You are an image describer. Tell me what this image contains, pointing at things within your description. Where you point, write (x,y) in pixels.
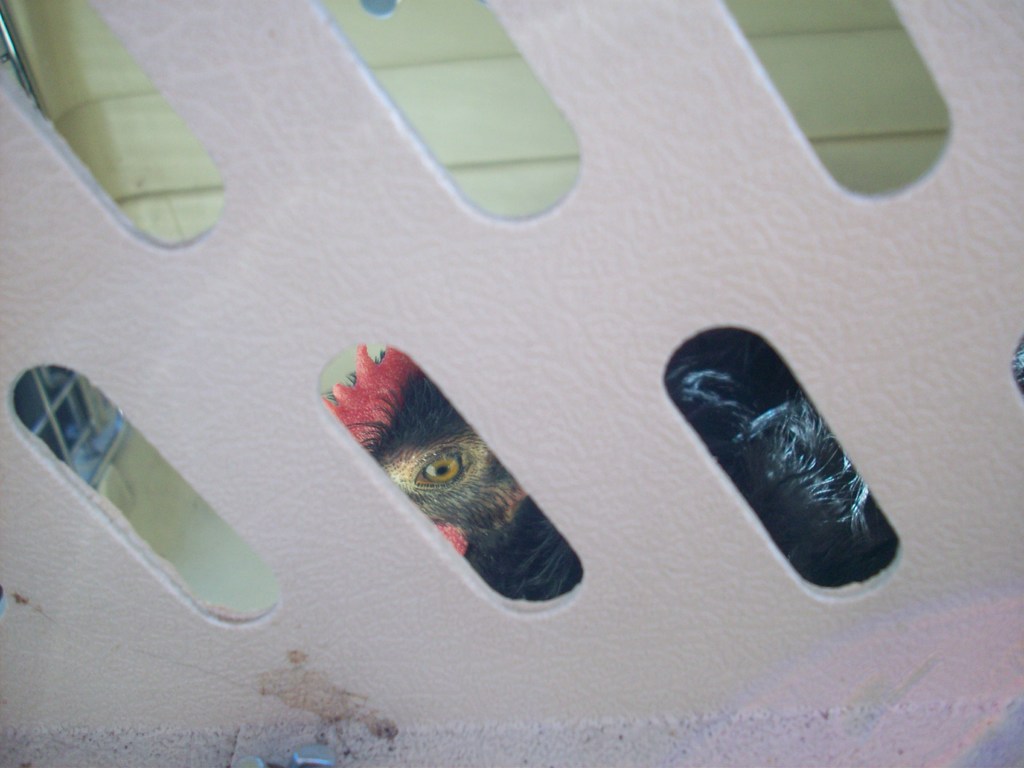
In this image, we can see a design wall (451,210).
